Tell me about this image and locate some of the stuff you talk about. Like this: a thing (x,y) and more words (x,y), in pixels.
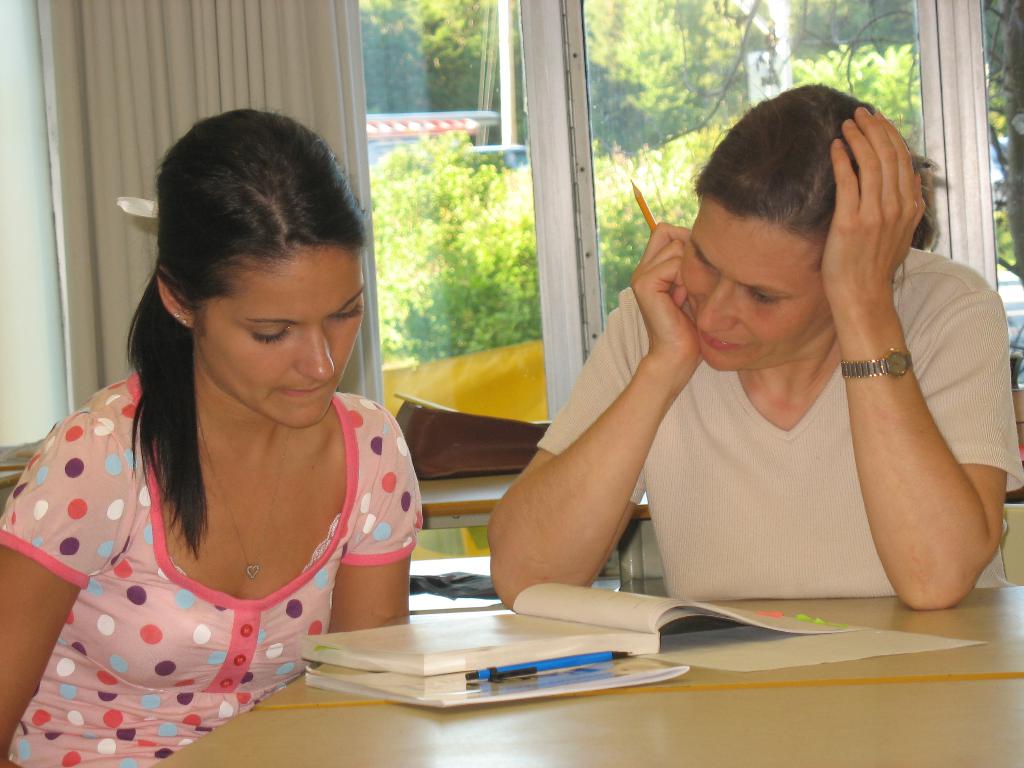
In this image there are people (874,431) sitting on the chairs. In front of them there is a table (258,732). On top of it there are books (714,626) and a paper (766,656). Behind them there are some objects (470,415) on the table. In the background of the image (66,95) there is a curtain (184,19). There are glass windows (608,160) through which we can see trees (992,45).
